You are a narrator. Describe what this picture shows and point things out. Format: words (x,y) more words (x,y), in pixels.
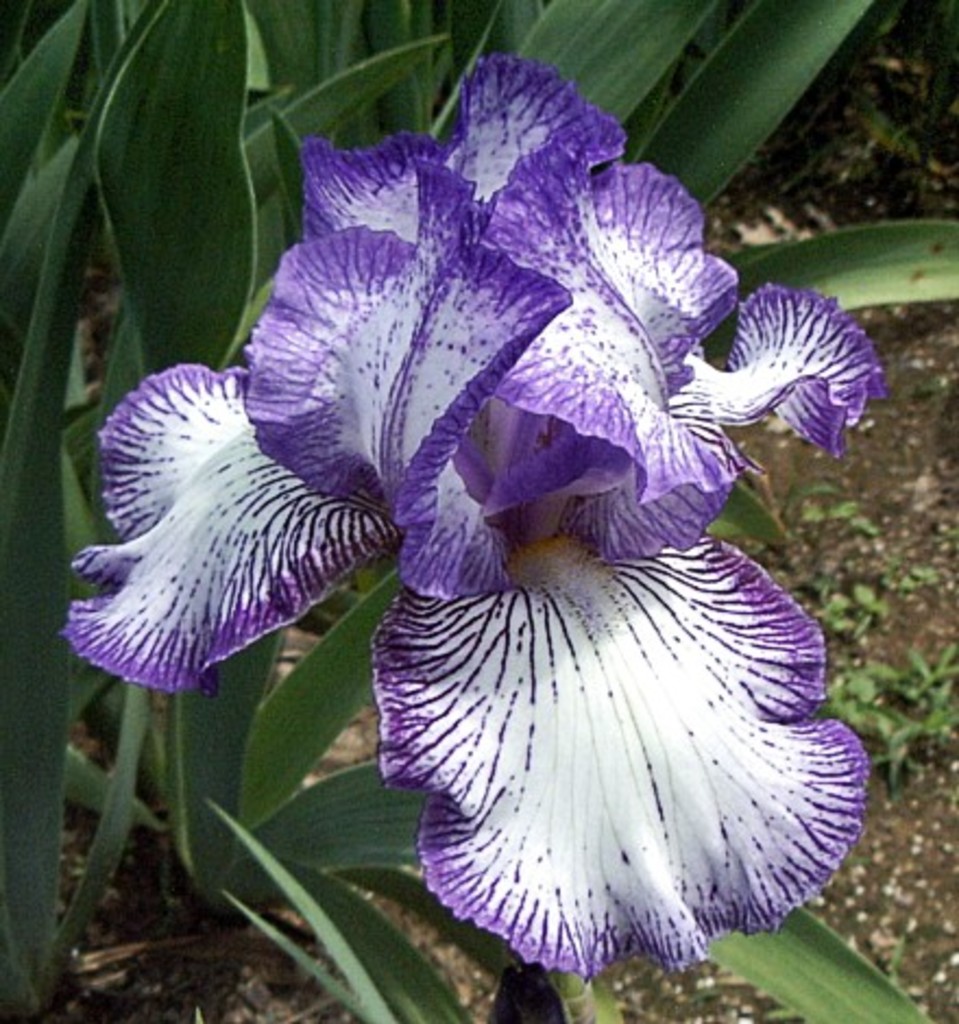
Here I can see a plant (302,379) along with the flowers (472,661). The petals (512,690) are in violet and white colors. On the right side (884,601), I can see the ground (917,667).
